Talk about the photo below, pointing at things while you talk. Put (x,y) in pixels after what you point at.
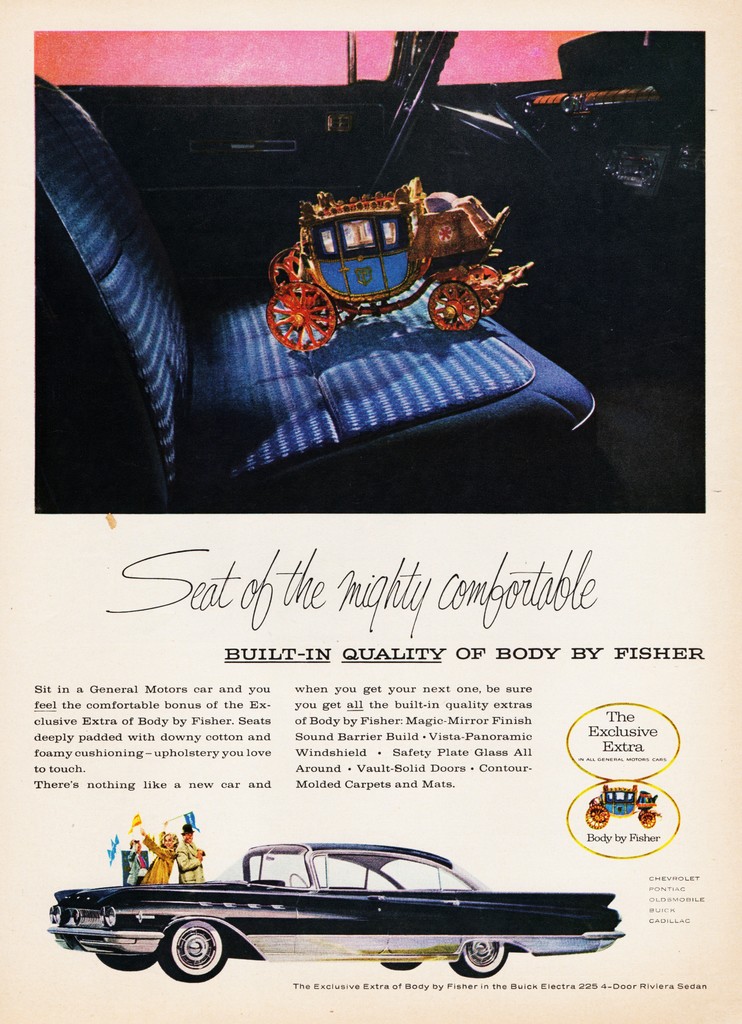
In this image we can see there is a poster (358,337) with images (292,298) and text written on it. And there are people (172,848) and vehicles (408,886) on the poster (427,611).
